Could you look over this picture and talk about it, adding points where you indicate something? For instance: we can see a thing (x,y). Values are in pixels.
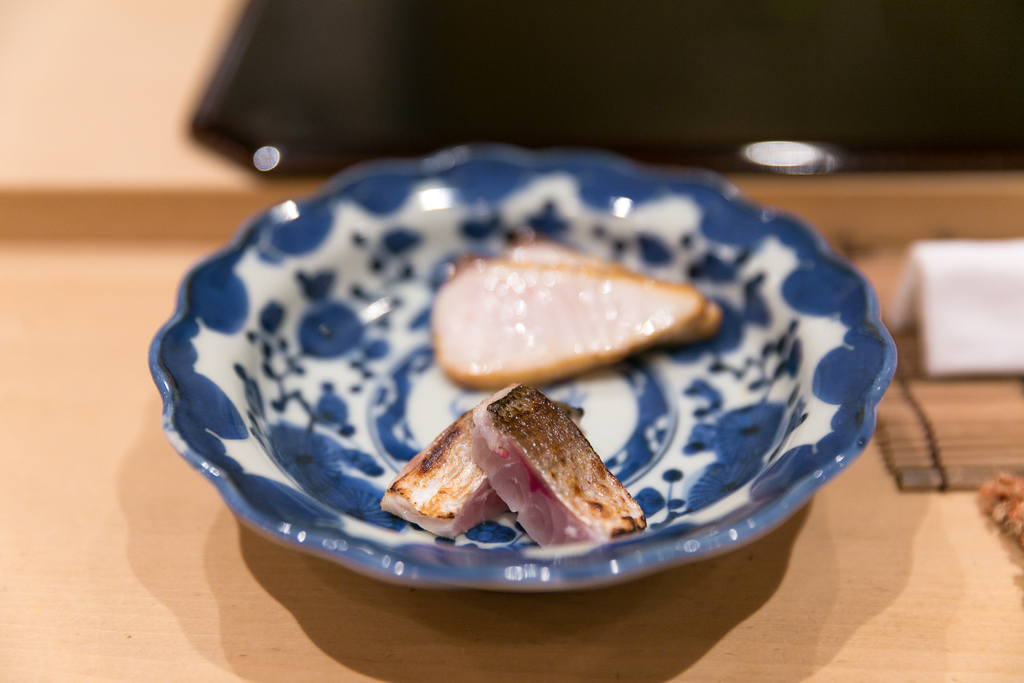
In the image there are three fish pieces (499,461) kept in a bowl (362,382) and the background of the bowl (376,398) is blur.
